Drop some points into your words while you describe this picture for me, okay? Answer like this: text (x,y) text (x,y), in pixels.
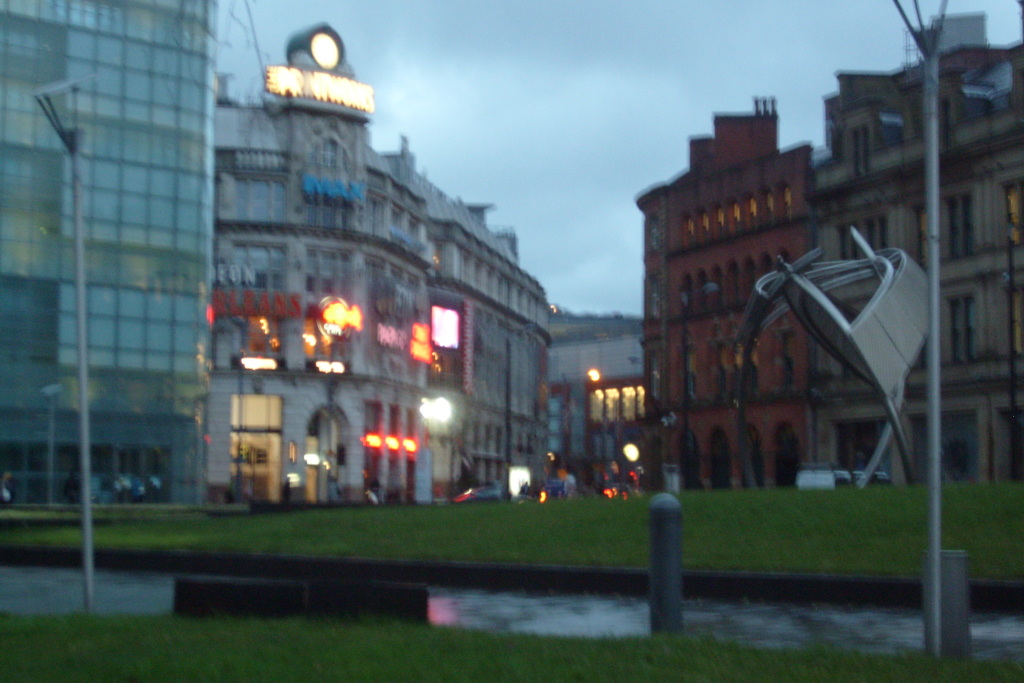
In this picture there are buildings (543,372) and poles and there is text (280,74) on the building (276,101). At the top (659,28) there is sky (503,76). At the bottom (717,522) there is grass (408,522) and there is water (697,616) and there are vehicles (882,478).
